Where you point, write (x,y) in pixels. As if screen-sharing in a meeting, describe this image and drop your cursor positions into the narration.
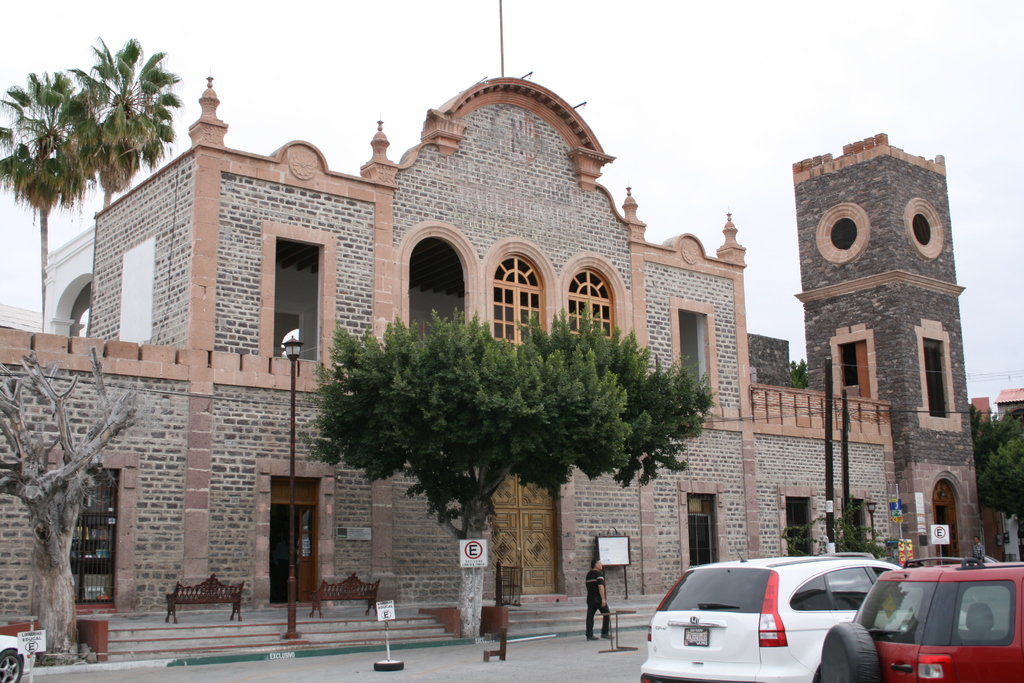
In the foreground of this picture (856,657), there are vehicles (856,657) moving on the roads (613,672), poles (498,585) trees (470,585) and the sign boards (389,636). In the background (467,198), there is a building (359,283), benches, trees (119,149) and the sky (61,67).
